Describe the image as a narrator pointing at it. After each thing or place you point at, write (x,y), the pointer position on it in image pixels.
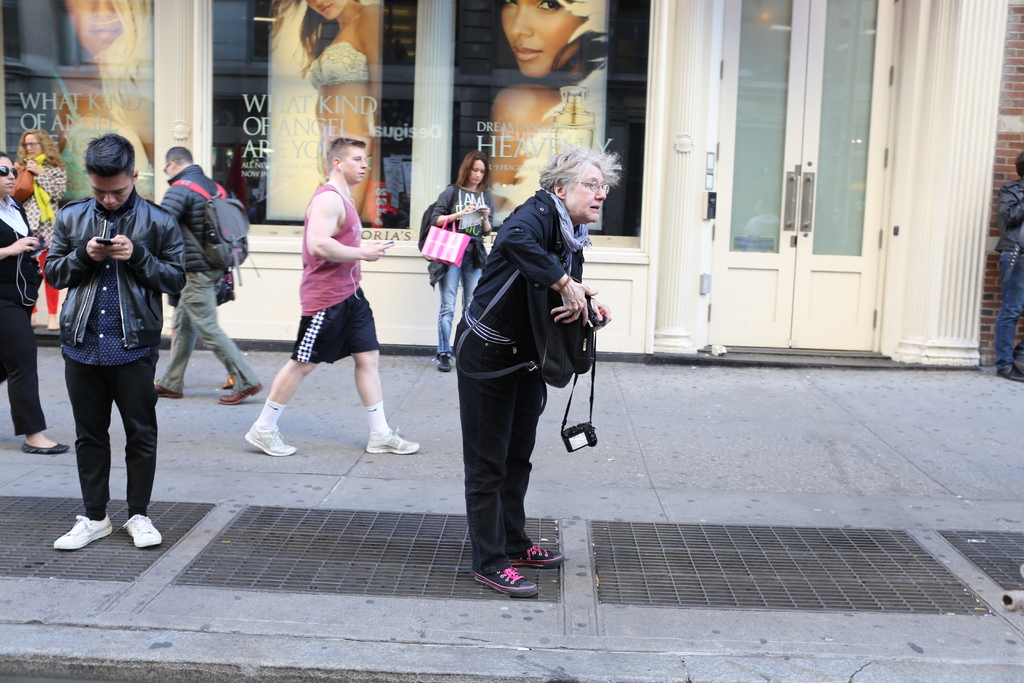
In this image we can see a few people (142,409), among them, some are holding the objects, in the background (344,83), we can see a building (617,318), there are some posters (327,97), doors (762,142) and also we can see the text (337,106).
